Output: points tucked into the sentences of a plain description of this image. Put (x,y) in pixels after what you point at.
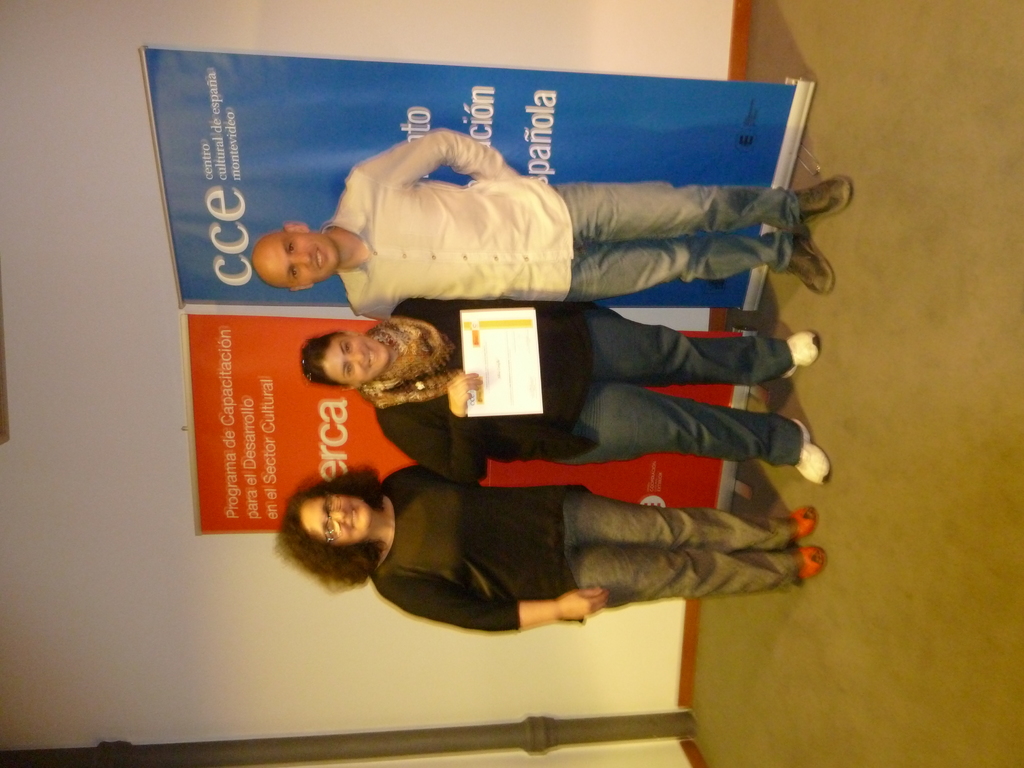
In this picture we can see two women (372,570) and a man (343,257), they are all smiling, and the middle woman (572,408) is holding a paper (495,368), in the background (284,463) we can see couple of hoardings (251,345).
